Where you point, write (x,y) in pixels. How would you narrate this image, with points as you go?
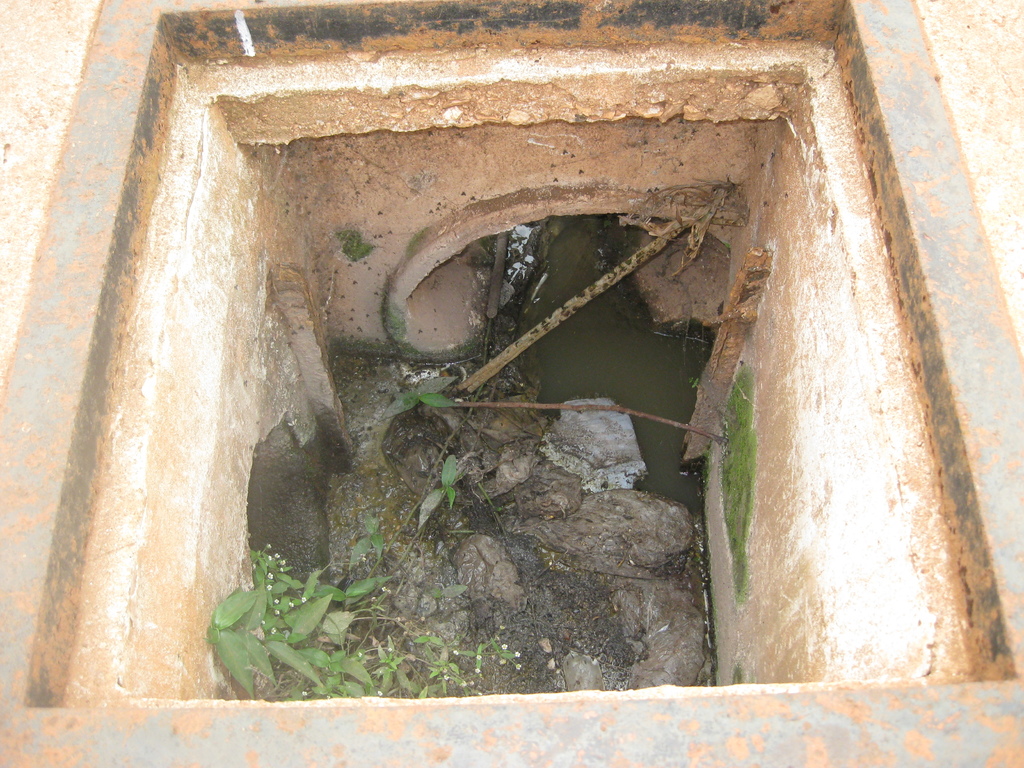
The picture consists of a drainage pit (442,459). In the center (400,494) there are leaves (367,542), pipe (431,321) and wastewater (553,383). At the top (19,76) it is cement road (980,60) and there is an iron frame (116,39).
